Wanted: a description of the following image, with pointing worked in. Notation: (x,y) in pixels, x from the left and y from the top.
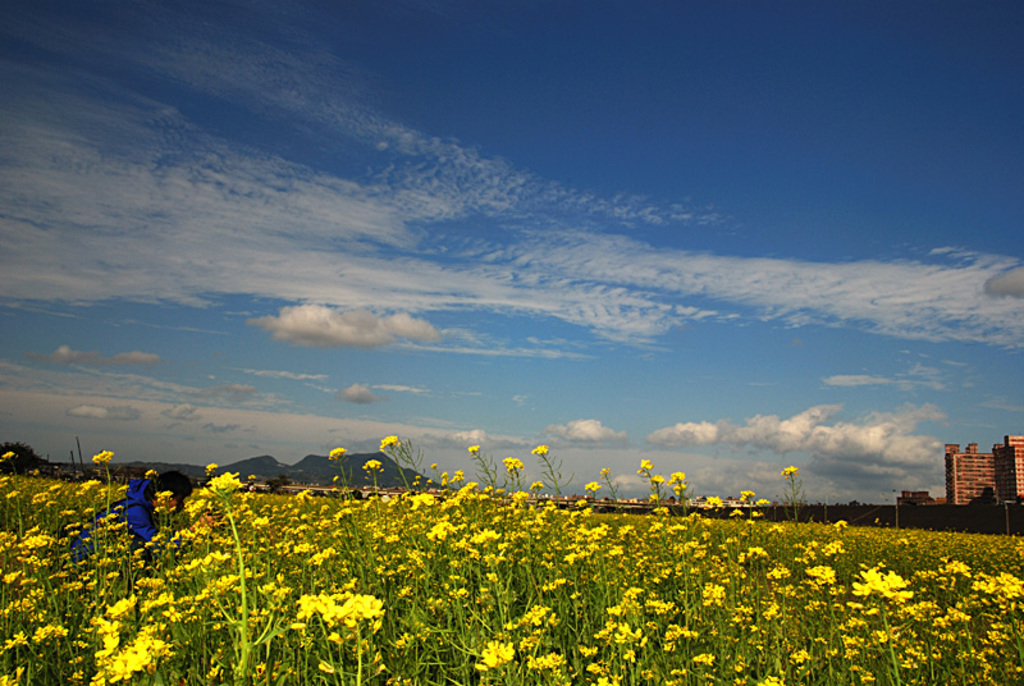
In this image we can see few yellow flowers (709,588), in the background of the image (288,475) we can see mountains (304,471) and buildings (971,480), at the top of the image (451,227) in the sky (390,246) we can see clouds (371,280).
